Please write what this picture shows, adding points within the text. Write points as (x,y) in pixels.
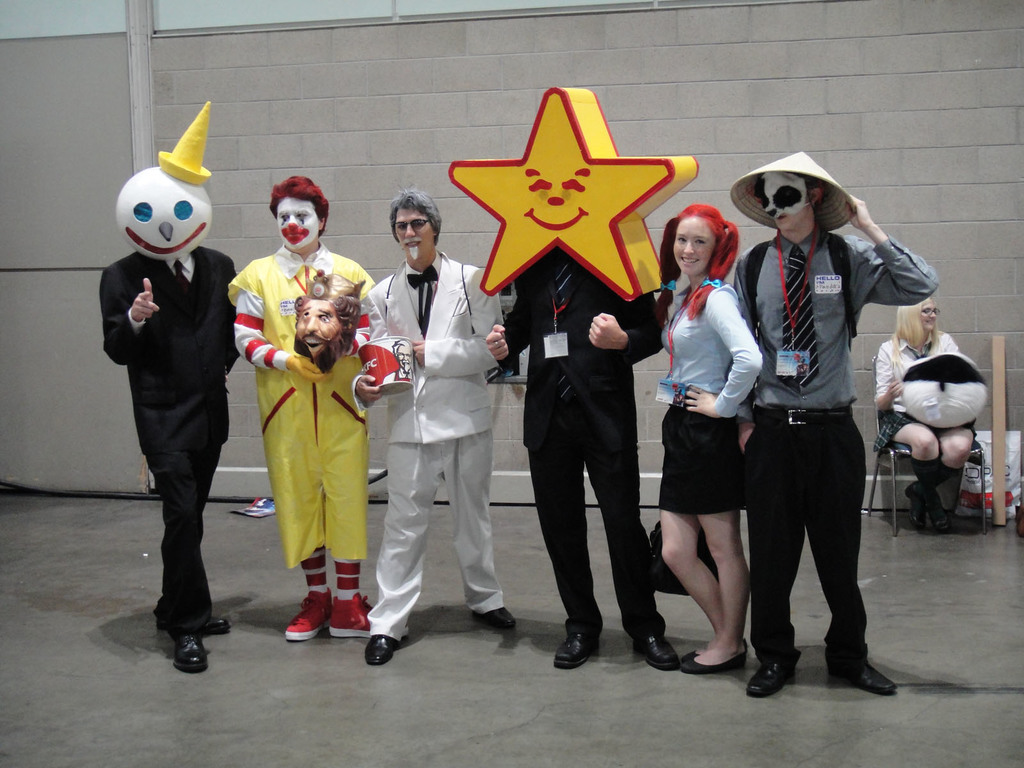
In this picture I can see there are few people (597,486) standing and they are wearing different costumes (411,287) and smiling. In the backdrop (886,373) there is a woman (945,435) sitting and there is a wall (382,163).
